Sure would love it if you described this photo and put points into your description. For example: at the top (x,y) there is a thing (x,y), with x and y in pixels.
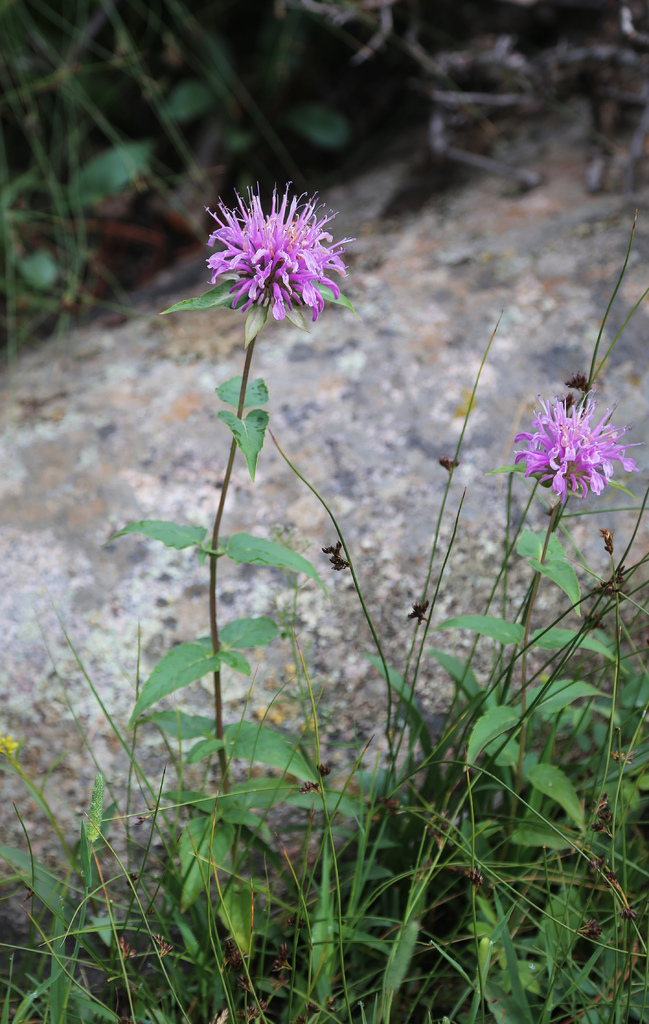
In this image we can see two flowers (280,239) which are in same color pink and there are some plants (332,926) present in this picture.
